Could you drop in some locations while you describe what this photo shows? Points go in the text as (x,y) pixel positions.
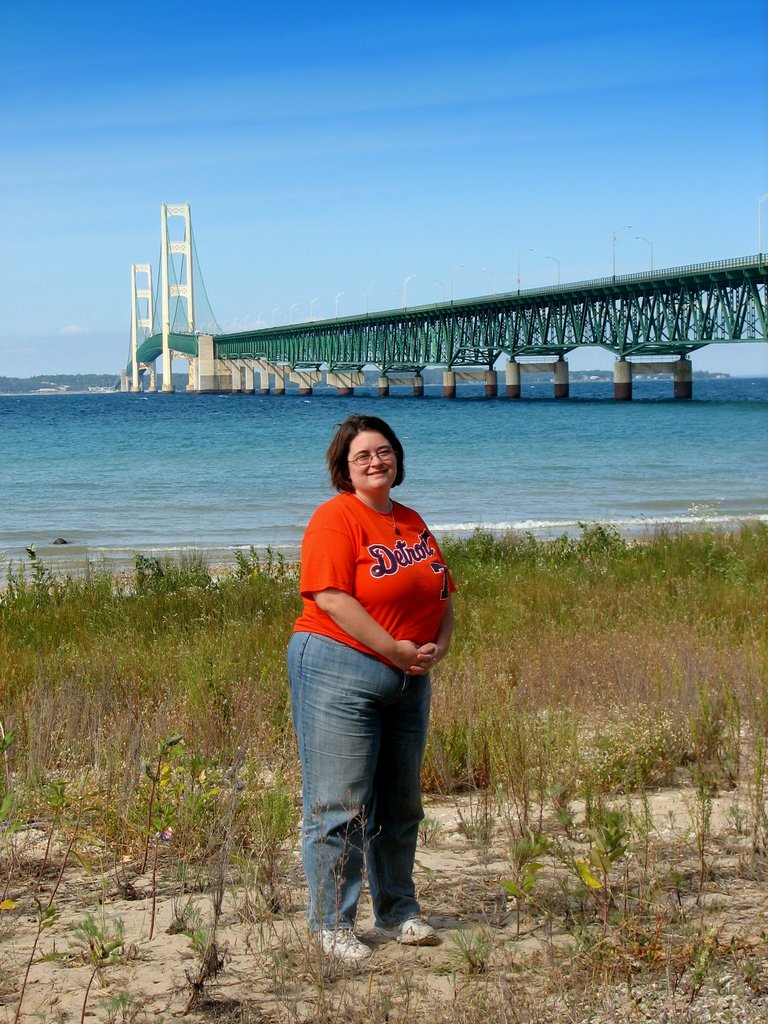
In this picture we can see a woman (431,614), she is standing and she wore a red color T-shirt (385,533), beside to her we can find few plants (294,736), in the background (584,326) we can see a bridge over the water (158,401).
